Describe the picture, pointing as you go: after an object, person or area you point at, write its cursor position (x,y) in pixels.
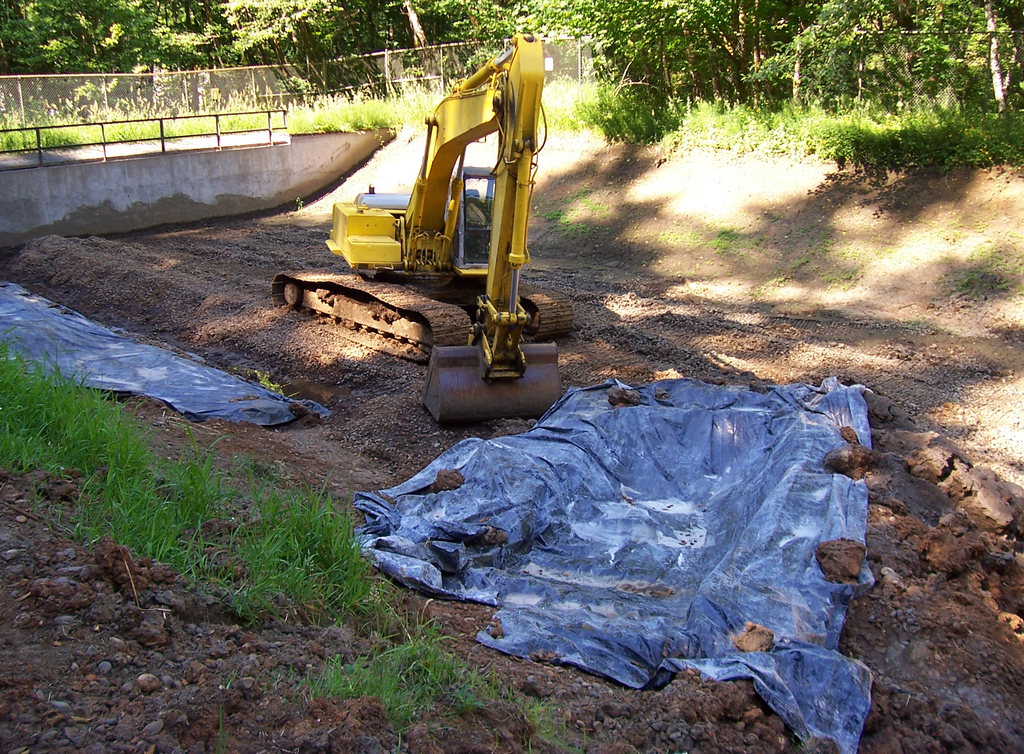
In this image there is a crane (440,210). At the bottom of the image (771,561) there are covers (544,531) on the mud (693,718). On the left side of the image (223,518) there is some grass (339,574) on the surface (363,621). In the background of the image (268,112) there is a metal fence (199,99). There are trees (430,37).
